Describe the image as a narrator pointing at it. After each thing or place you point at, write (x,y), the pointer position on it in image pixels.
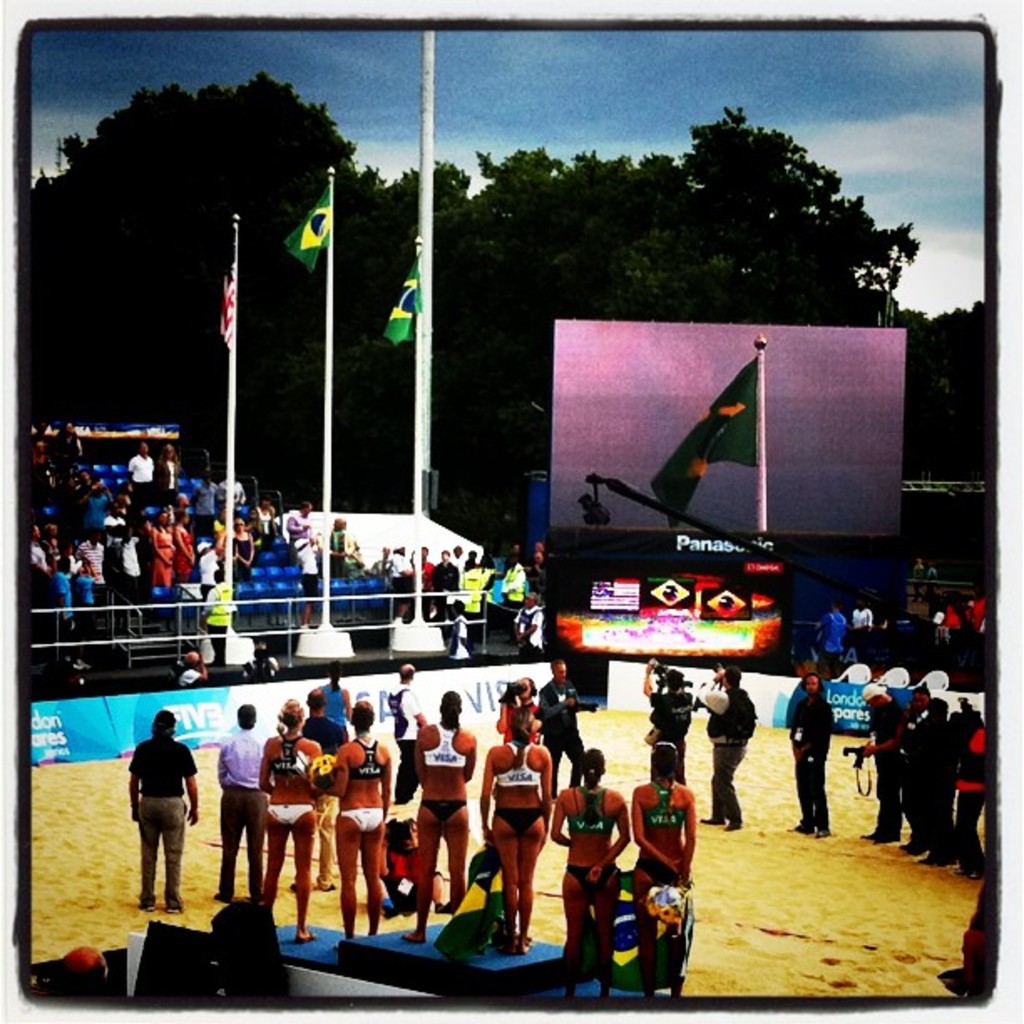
This is a photo and here we can see people (281,778) and some are wearing sports dress (441,809) and some are holding objects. In the background (480,532), there are flags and we can see a screen (752,493) and there are boards (640,621), trees (793,303), banners (804,638) and there is a crowd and some railings (290,625). At the top (518,74), there is sky (390,69) and at the bottom (757,907), there is ground (809,903).
